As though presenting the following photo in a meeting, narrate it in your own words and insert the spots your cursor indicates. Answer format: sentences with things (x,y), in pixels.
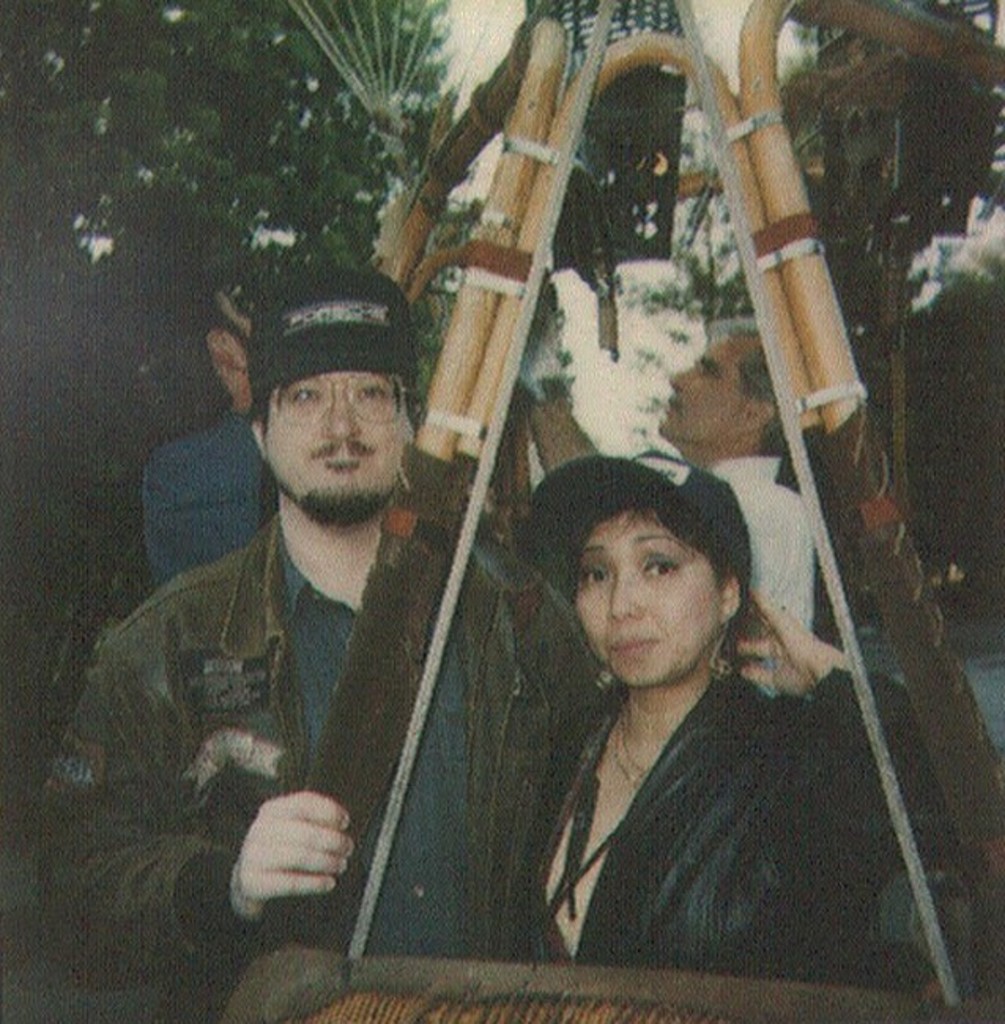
In this image there are people (767,477). In front of them there is some object (536,116). In the background of the image (69,132) there are trees (196,166) and sky (601,381).
